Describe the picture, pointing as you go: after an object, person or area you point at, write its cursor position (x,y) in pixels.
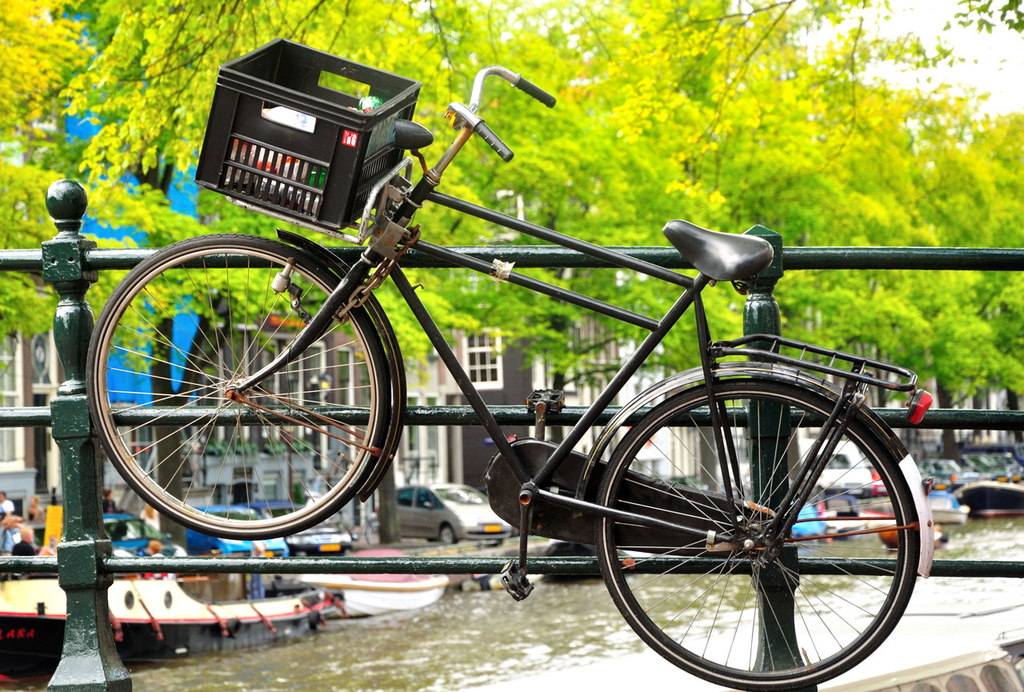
In this picture there is bicycle (521,450) in the foreground (535,476) and there is a basket (240,130) on the bicycle (327,232), behind the bicycle (367,311) there is a railing (756,308). At the back (832,289) there are buildings (273,336) and trees (614,172) and there are boats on the water (539,649) and there are vehicles (455,484) on the road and there are group of people (32,504) on the road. At the top (945,28) there is sky (880,24). At the bottom (618,633) there is water (527,665).
